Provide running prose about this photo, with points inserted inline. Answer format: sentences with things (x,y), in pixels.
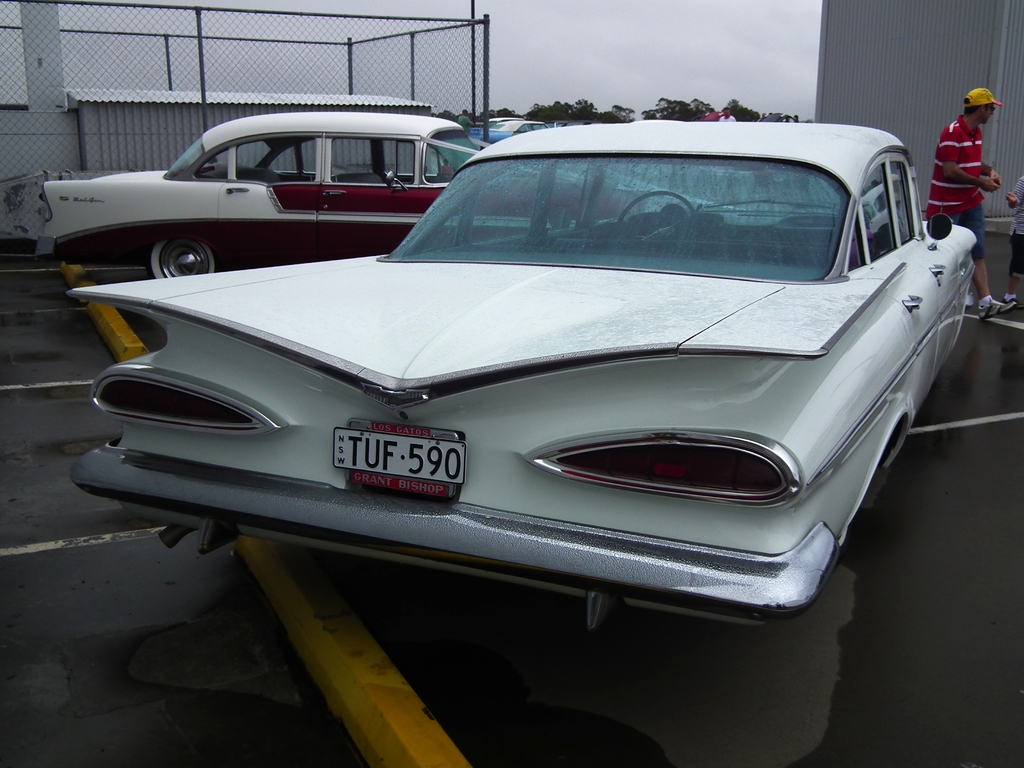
In the foreground of the picture (402,290) there is a car (639,307). On the right (961,139), there are two people (981,221) walking. On the left (233,213) there are car (246,160), fencing (186,88) and small construction (175,115). At the center of the background (690,113) there are cars (510,126), trees (674,115) and people (729,117). Sky (629,50) is cloudy.
